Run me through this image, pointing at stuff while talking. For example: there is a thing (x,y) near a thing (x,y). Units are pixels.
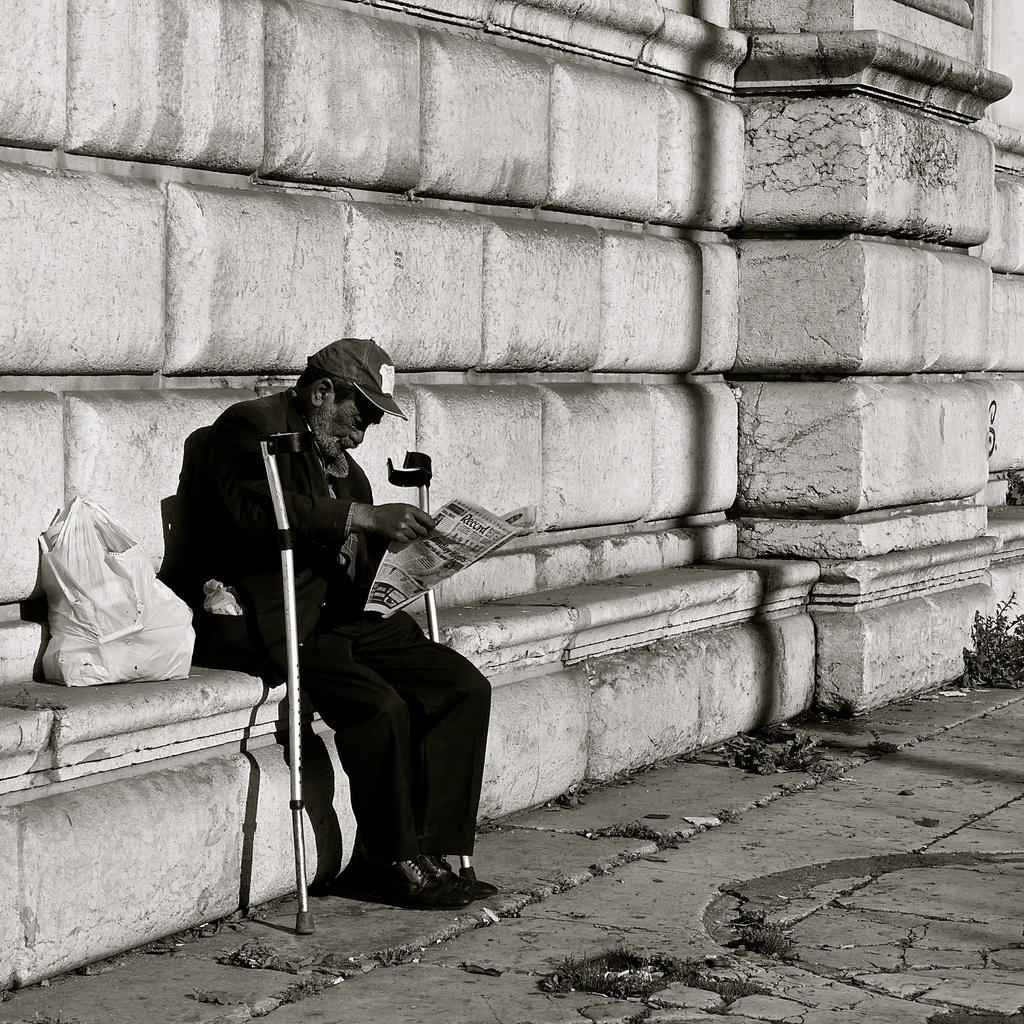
This is a black and white image. There is a person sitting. He is reading newspaper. In the background of the image (297,41) there is wall (623,195).
